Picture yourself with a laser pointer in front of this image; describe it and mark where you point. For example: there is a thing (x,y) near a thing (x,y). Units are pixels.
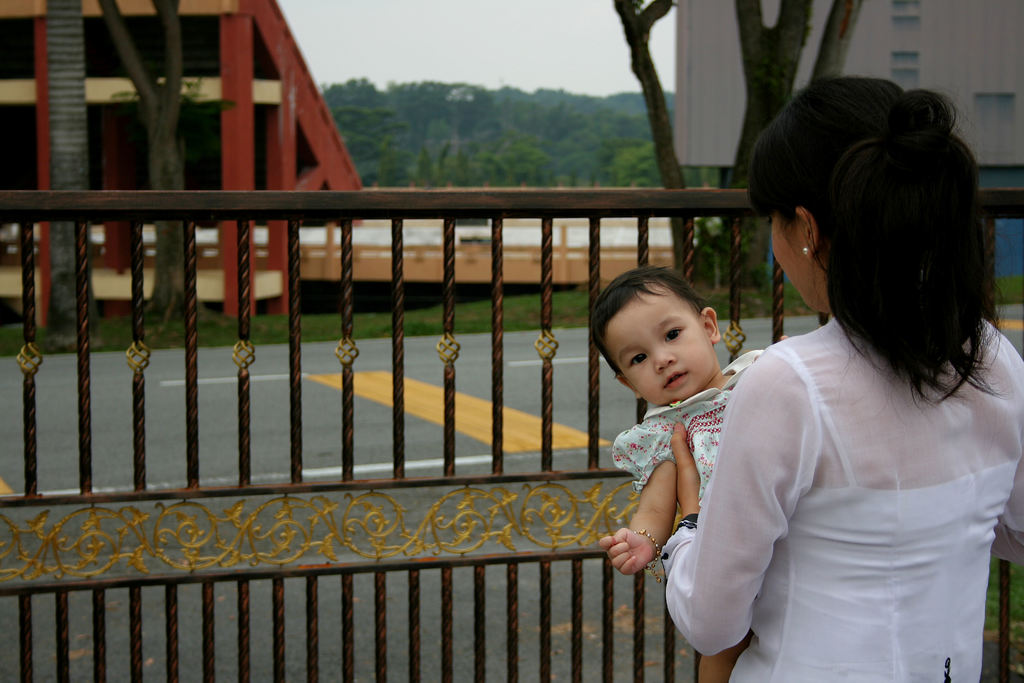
In this image there is a woman (835,426) who is wearing the white dress (884,442) is holding the kid (691,399). In front of her there is an iron gate (297,210). In the background (236,105) there are buildings (123,165) and there are some trees (167,150) on the grass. At the top (471,35) there is the sky (427,35).
